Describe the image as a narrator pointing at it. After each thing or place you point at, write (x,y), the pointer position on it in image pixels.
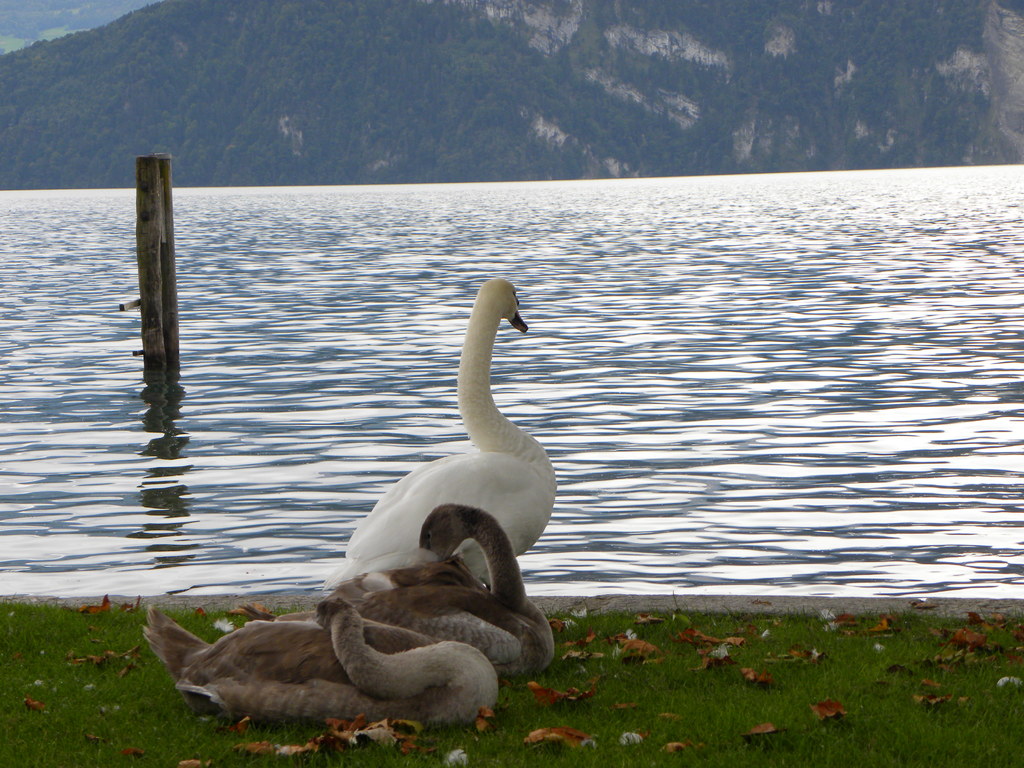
In this image I can see few birds (443,663) are on the grass (610,704). I can see these birds (288,667) are in white and brown color. I can also see the dried leaves (550,698) on the grass (604,635). To the side I can see the pole (146,303) in the water (181,331). In the background (71,58) I can see the trees (238,180) and mountains (110,42).
